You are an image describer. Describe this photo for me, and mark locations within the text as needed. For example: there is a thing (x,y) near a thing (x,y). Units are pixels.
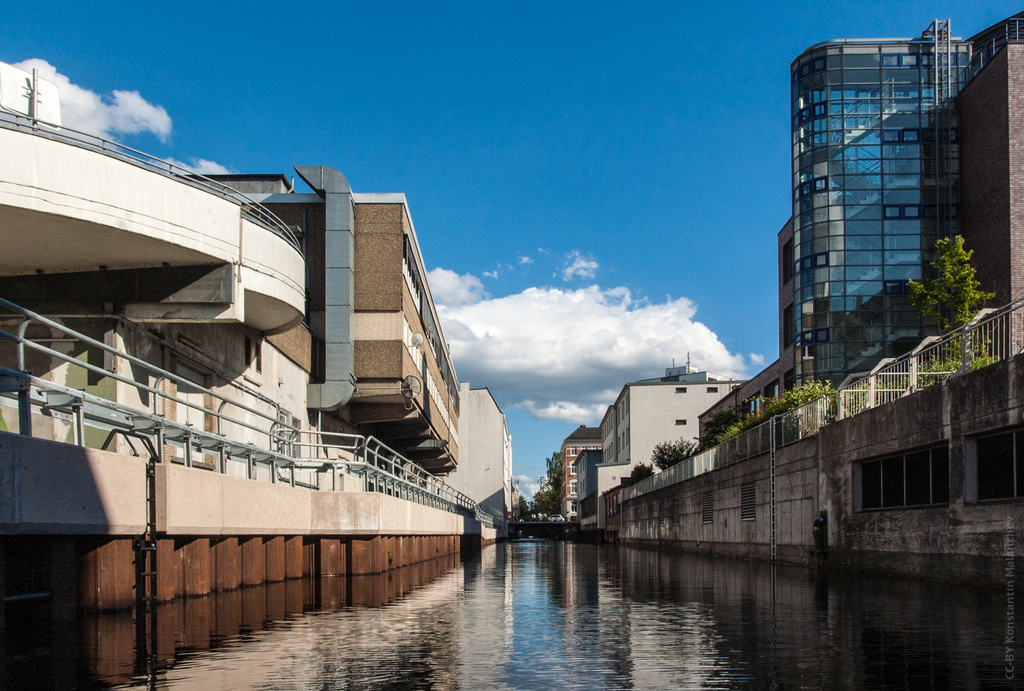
This is an outside view. At the bottom (472,654), I can see the water (729,600). On the right (878,259) and left side of the image (192,388) there are many buildings (661,388). On the right side (827,392) there are plants (769,408). In the background (545,488) there are many trees (559,476). At the top of the image (584,127) I can see the sky (547,171) and clouds (539,326).
